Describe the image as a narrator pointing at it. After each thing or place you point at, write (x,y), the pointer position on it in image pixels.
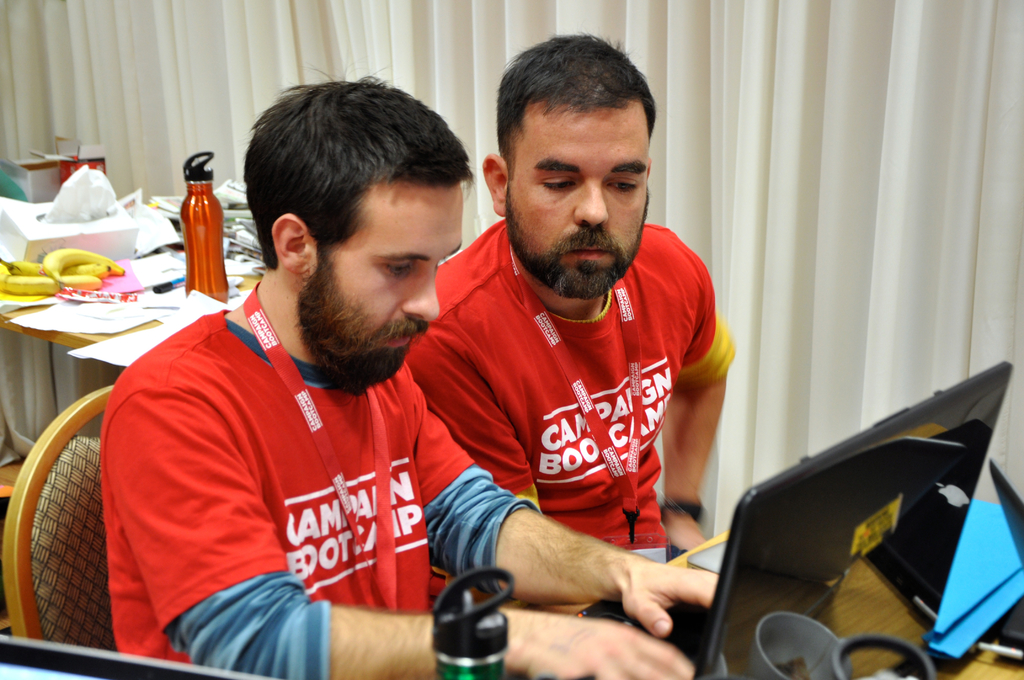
In this picture there is a man (340,497) who is wearing a red shirt (322,475) is sitting on the chair (78,497) and is looking into the laptop (751,573). There is another man (591,430) who is sitting on the chair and is looking into the laptop (773,535). At the back (74,282), there is a bottle (190,230) and few bananas (58,291) on the table (121,333). There is a paper (104,312) on the table (144,302).
